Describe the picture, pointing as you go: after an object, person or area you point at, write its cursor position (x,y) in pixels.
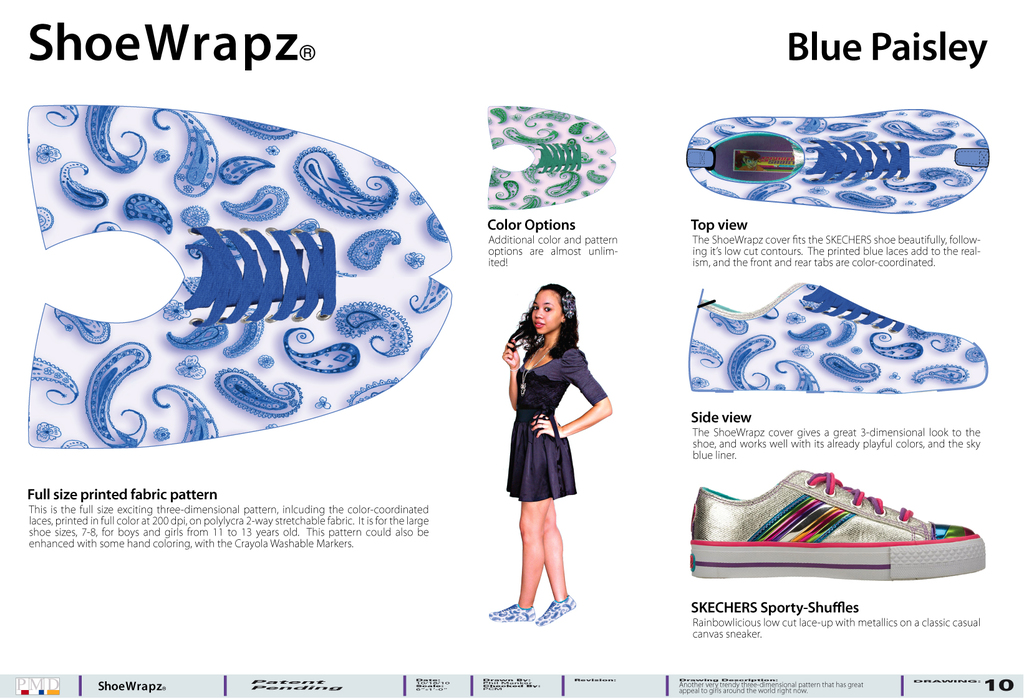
As we can see in the image there is a poster (469,306). On poster (733,462) there are shoes (740,150), a woman (519,386) wearing black color dress (531,406) and there is something written.
